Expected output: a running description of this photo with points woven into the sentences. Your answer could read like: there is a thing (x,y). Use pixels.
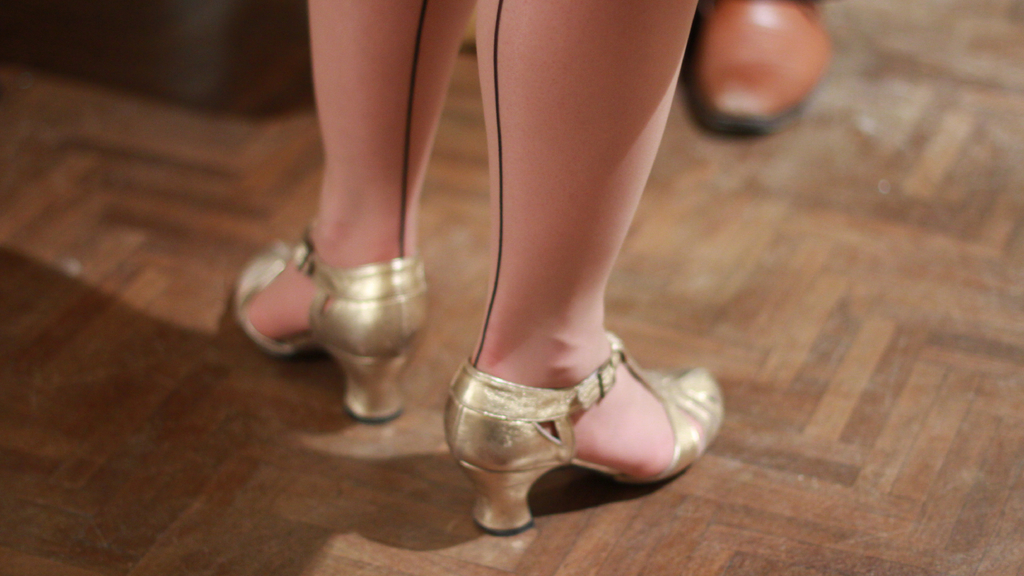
In this image we can see women legs (531,314) with heels (518,436). At the bottom of the image (614,511) there is floor (659,505). In the background of the image (712,41) there is a person's shoe (715,90).
